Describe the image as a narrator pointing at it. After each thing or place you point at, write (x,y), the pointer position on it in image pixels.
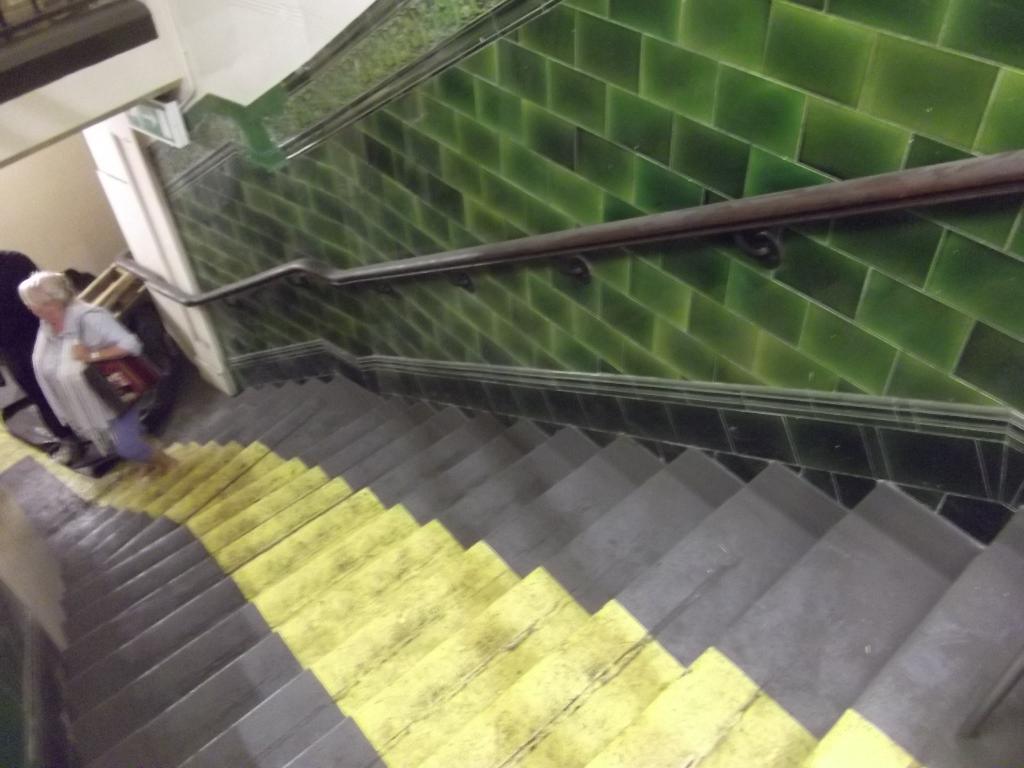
In this image, we can see people (78,410) on the stairs (128,491) and one of them is wearing a bag (124,373). In the background (231,199), there are rods (307,259) and we can see a wall (253,214).
